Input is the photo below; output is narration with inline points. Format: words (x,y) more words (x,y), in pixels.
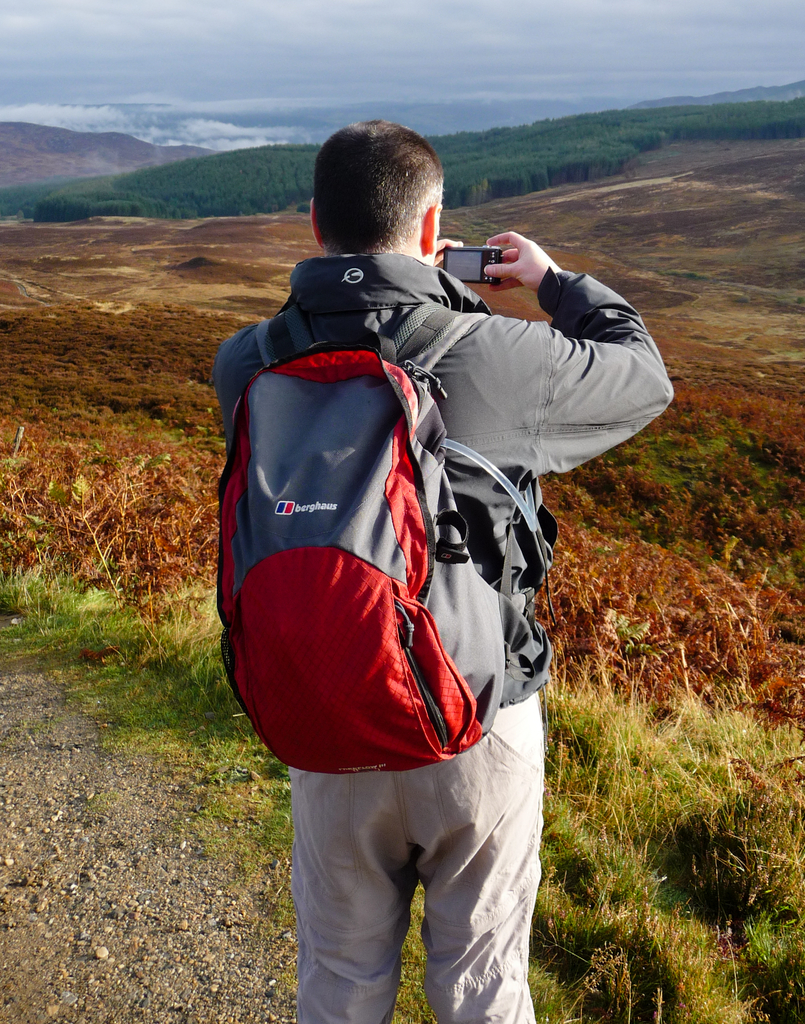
This man (450,404) is standing, wearing bag (326,533) and holding a camera (480,279). Far there are number of trees (464,189). Sky (489,71) is cloudy.
